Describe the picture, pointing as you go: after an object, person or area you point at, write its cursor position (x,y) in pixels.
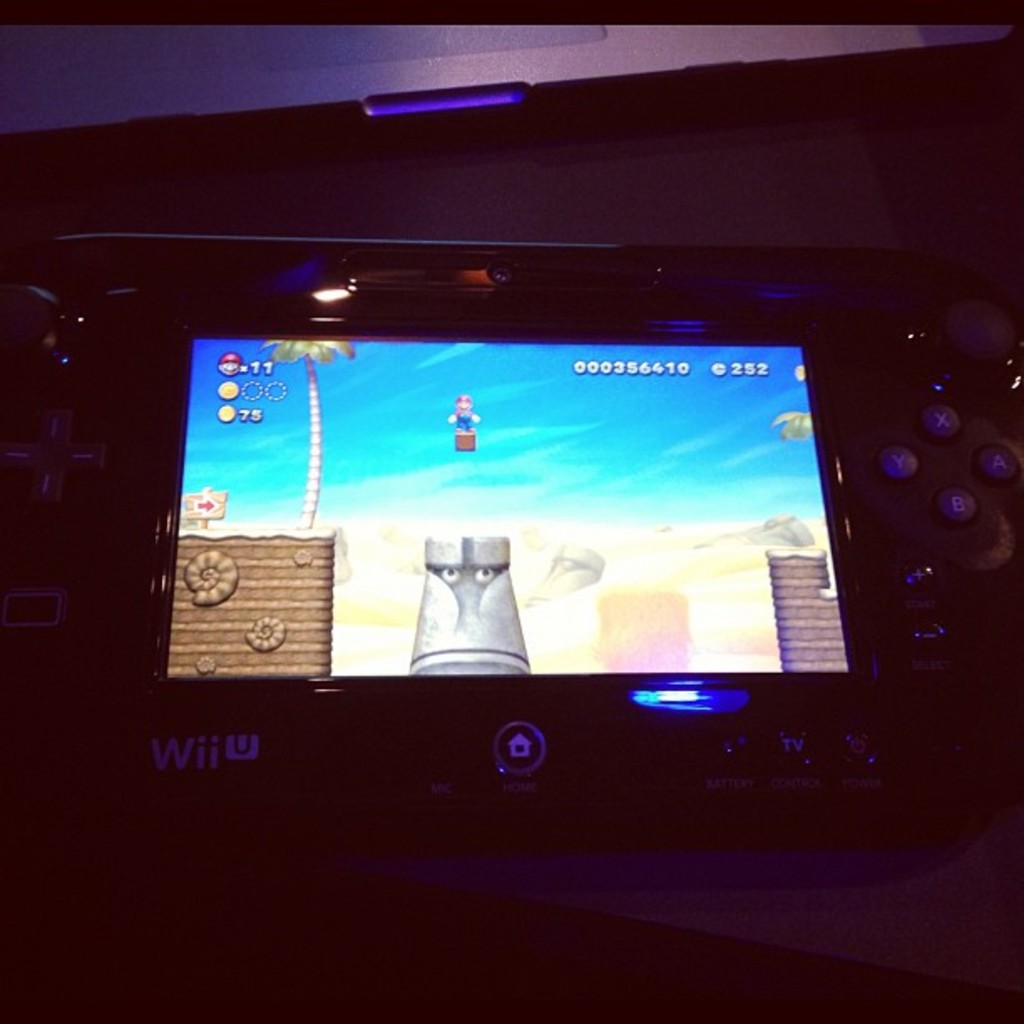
In this image there is a handheld game console (592,494), there is a screen (471,413), there are numbers (624,362) on the screen (464,447), there is a tree (311,389), there are walls (297,604) on the screen (325,464), there is a man (467,399) in the screen (273,510), there is an object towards the bottom of the image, the bottom of the image (523,968) is dark.
